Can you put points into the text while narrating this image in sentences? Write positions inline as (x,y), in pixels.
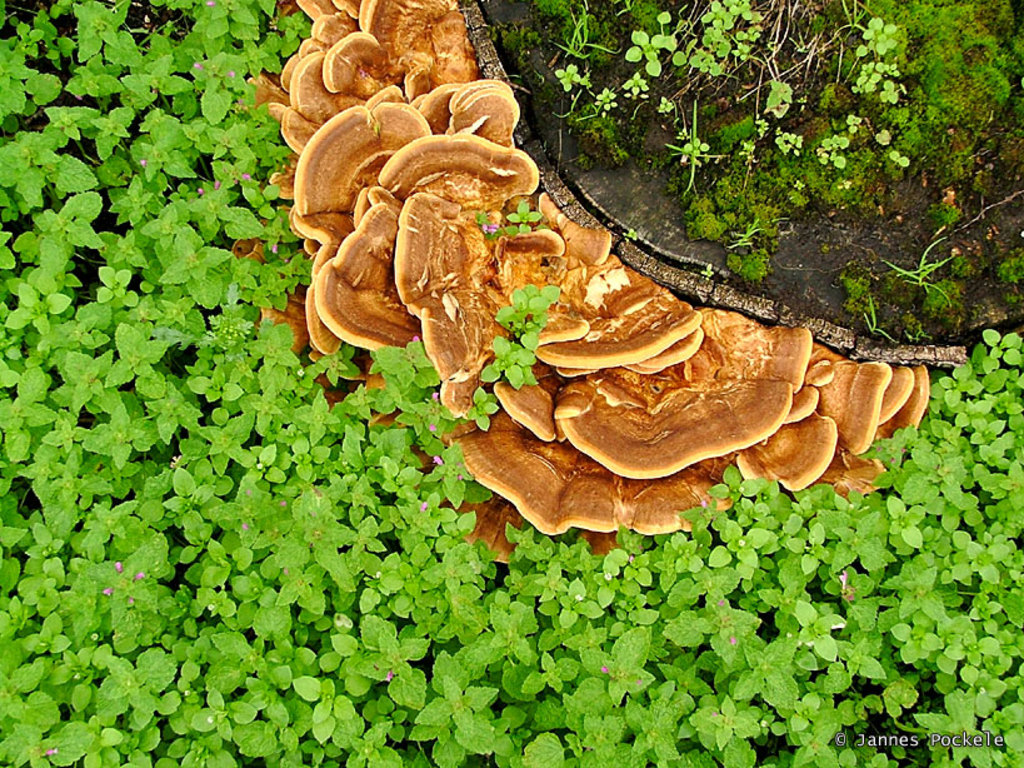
In this picture we can see plants (594,758), flowers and mushrooms (617,316). In the bottom right side of the image (846,744) we can see text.
